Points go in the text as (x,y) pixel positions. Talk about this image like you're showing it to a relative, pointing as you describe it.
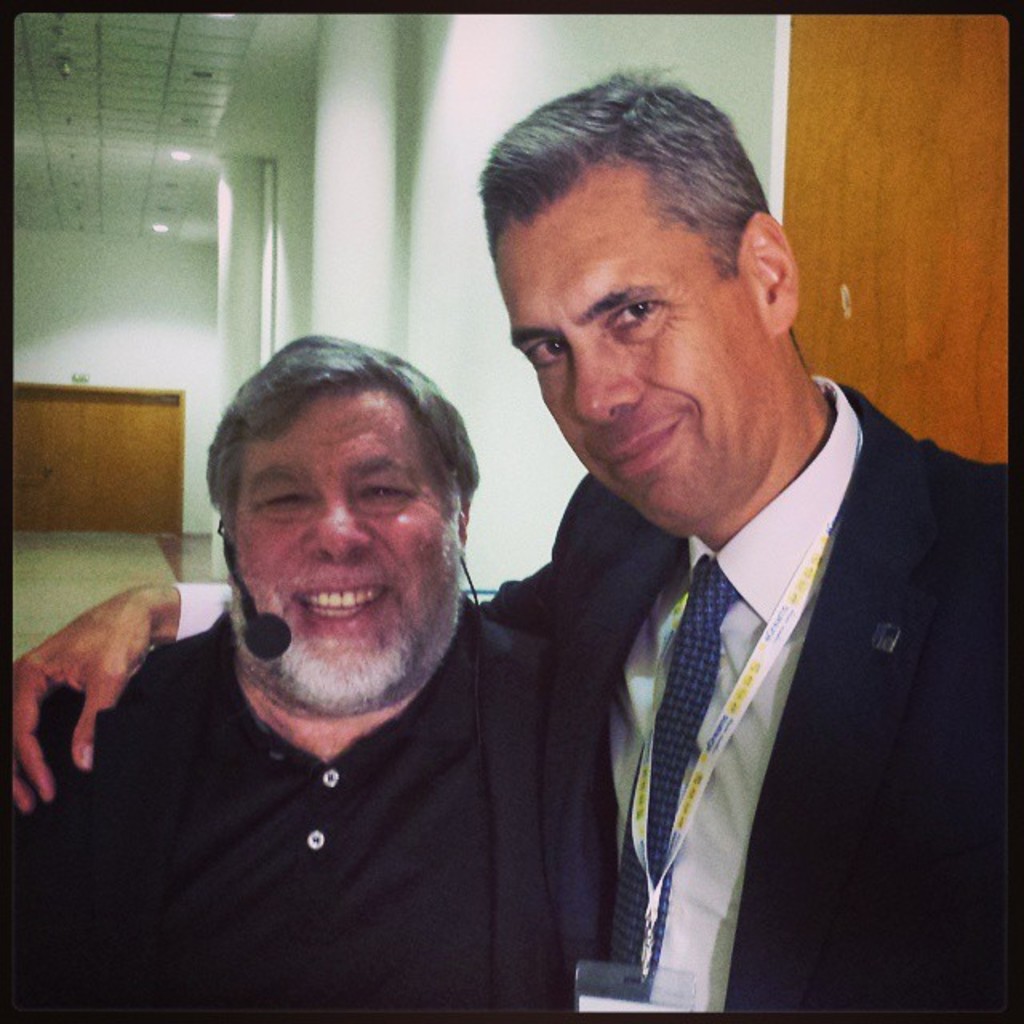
In this image there are two men (527,774) in the middle (610,670). The man (438,706) on the left side (230,842) is having a mic (243,595) while the man (803,782) on the right side (713,738) is wearing the suit (856,756) and an id card (636,965). At the top (138,103) there is ceiling (175,121) with the lights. In the background (225,213) there are pillars (315,226) and walls (37,310).
